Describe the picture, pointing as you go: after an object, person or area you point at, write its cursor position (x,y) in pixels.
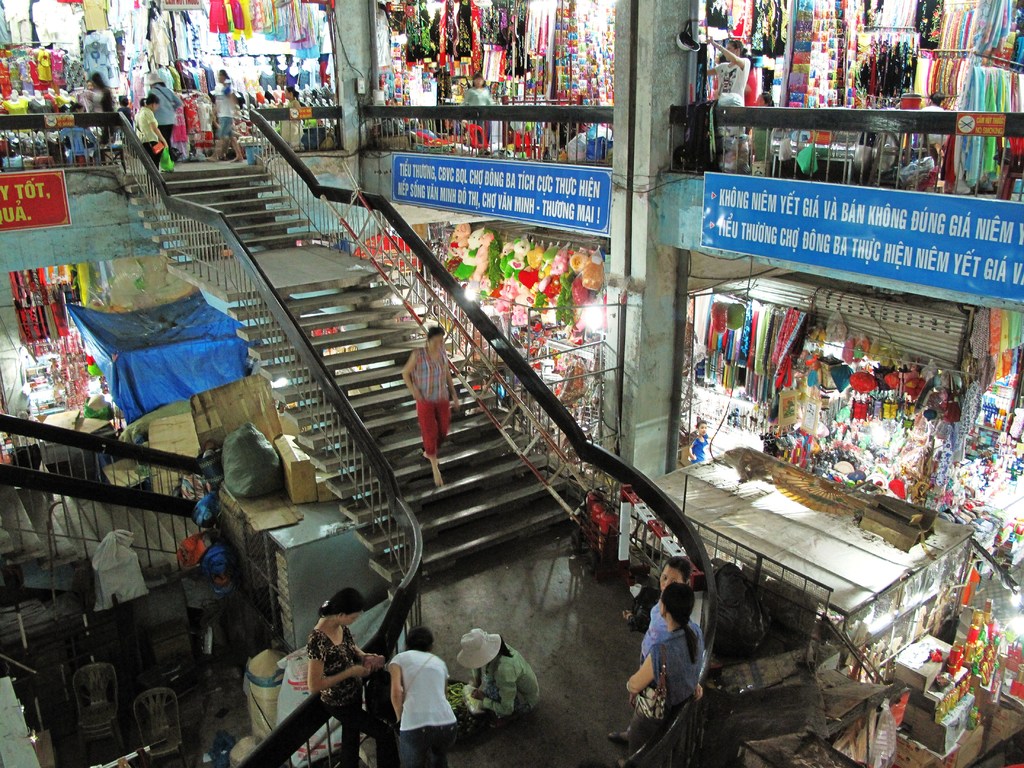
In this picture we can see stores (728,342), teddies (530,262), boards (768,209), cardboard boxes (259,421), people (148,145), steps (280,226), chairs (167,722), railings (274,297), pillars (344,19) and things (925,629). Those are sign boards (970,117).
